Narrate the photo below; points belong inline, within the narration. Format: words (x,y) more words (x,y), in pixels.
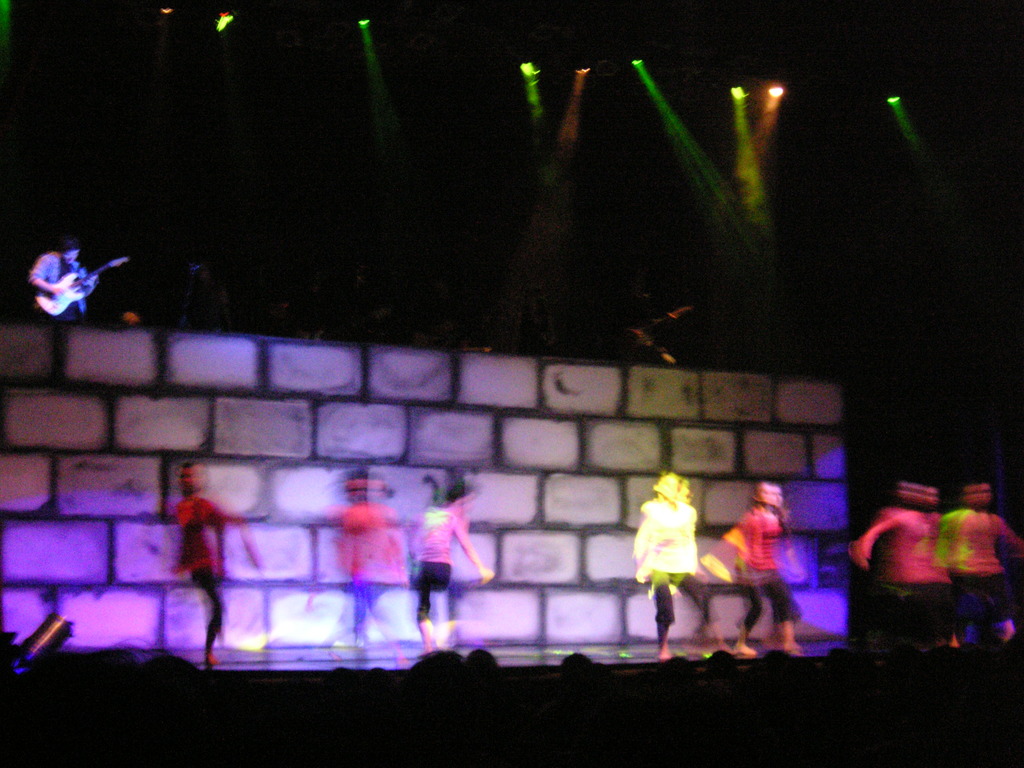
In this picture we can see some people (912,561) performing on the stage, on the left side (57,269) there is a person (70,271) playing a guitar (69,284), at the bottom (714,752) there are some people (750,717), we can see lights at the top of the picture (739,90).
